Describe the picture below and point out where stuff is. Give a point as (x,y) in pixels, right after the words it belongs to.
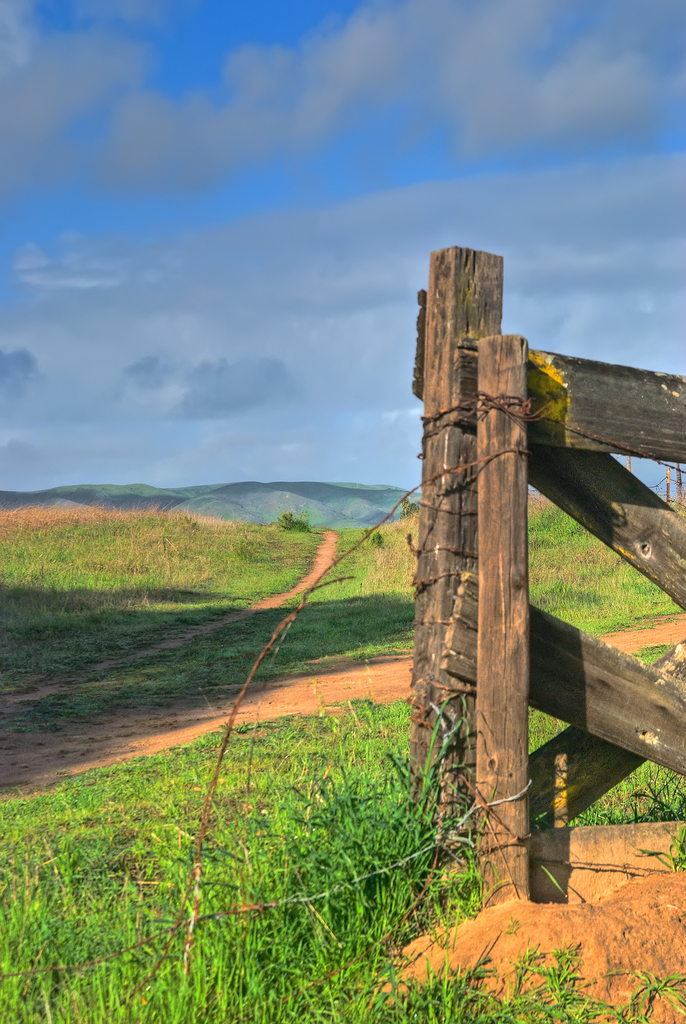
In this picture I can observe wooden railing (462,555) on the right side (488,636). I can observe some grass (176,826) on the ground (222,576). In the background (226,242) there are clouds (212,146) in the sky (208,309).
